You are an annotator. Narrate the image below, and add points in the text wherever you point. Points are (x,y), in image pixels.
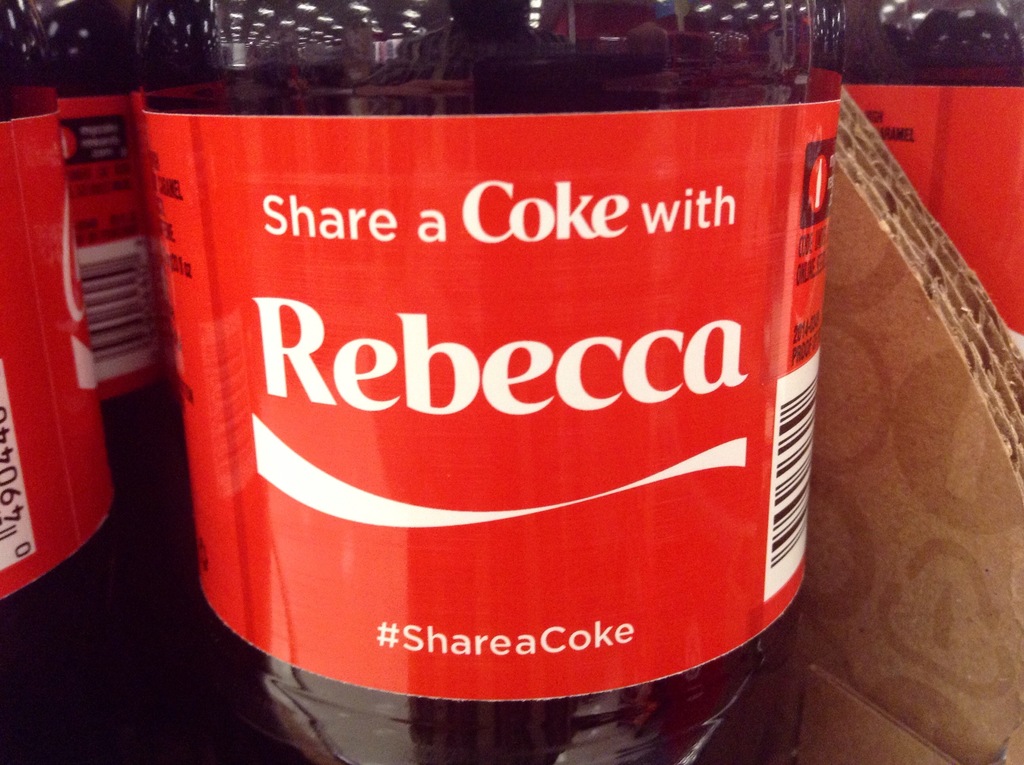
This image consists of a bottle (486,289), there are so many bottles (212,391). And it is a rebecca coke (709,427). There is a coke (720,719) in the bottle (637,497). There is a cardboard (858,391) beside that bottle (808,429).
